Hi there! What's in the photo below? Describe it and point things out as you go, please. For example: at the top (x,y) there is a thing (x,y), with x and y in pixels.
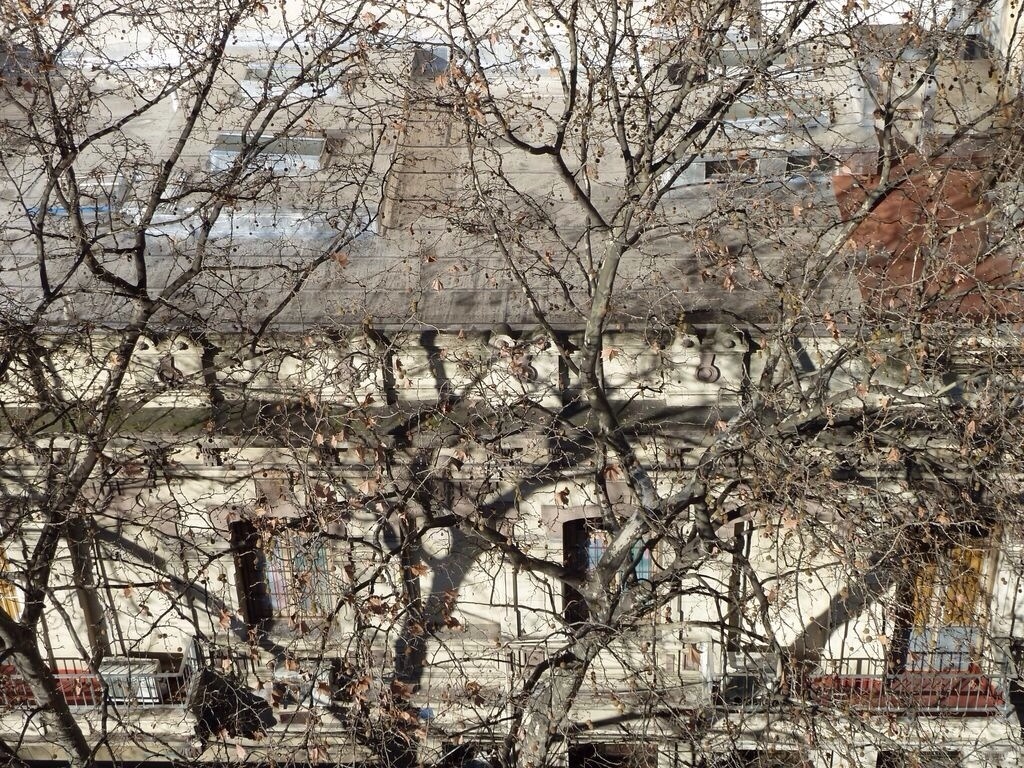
In this image I can see a building (736,363), windows (929,595), railing (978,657) and few dry trees (323,653). Background I can see few objects (224,164).
